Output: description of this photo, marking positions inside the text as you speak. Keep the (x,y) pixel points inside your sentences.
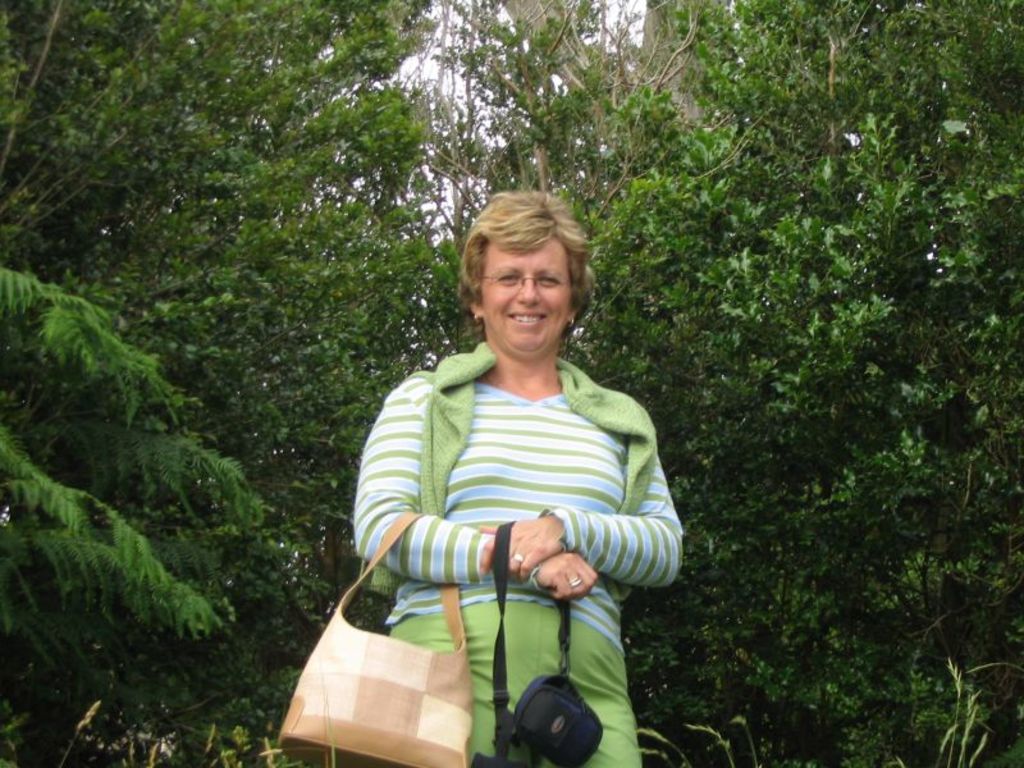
In this image I can see a woman (625,418) is standing and she is carrying a handbag (436,737). In the background (474,209) I can see number of trees (530,162).
